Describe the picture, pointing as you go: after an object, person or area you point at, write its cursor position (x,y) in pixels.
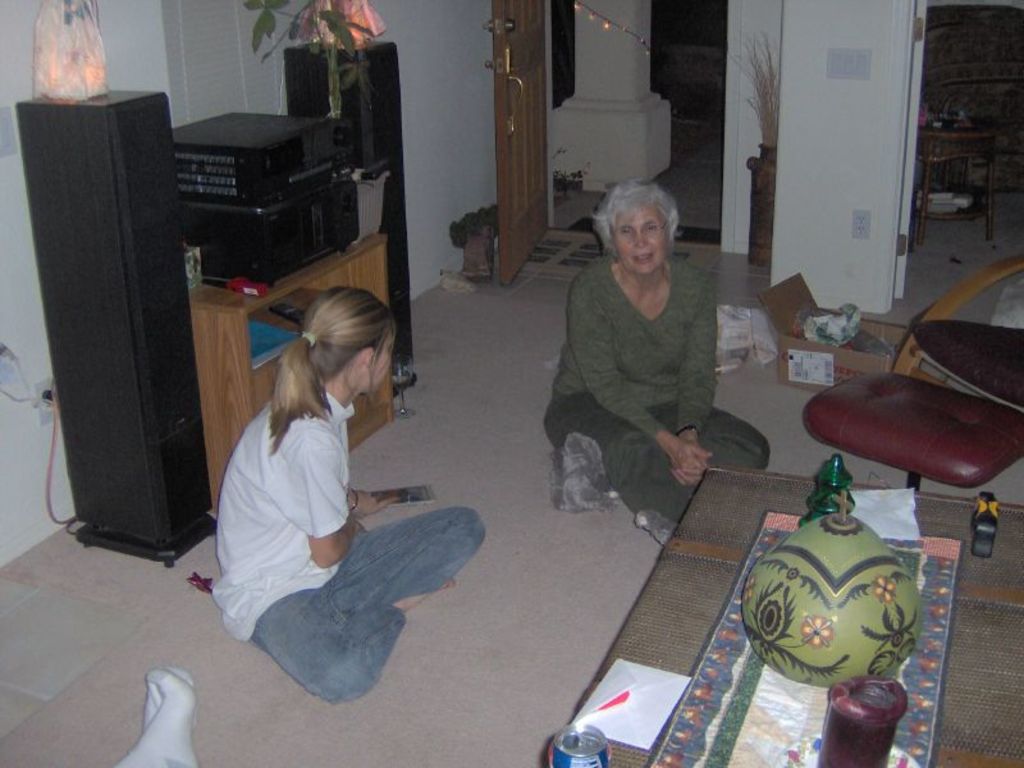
In the image there are two people (480,536) sitting on the floor (767,408) and around them there are different objects (856,543), behind them there is a music system (216,213) with speakers (376,92) and other equipment (237,129), on the right side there is a door (536,19) and behind that there is a wall (454,63), outside the door (541,38) there is a pillar (593,92).
